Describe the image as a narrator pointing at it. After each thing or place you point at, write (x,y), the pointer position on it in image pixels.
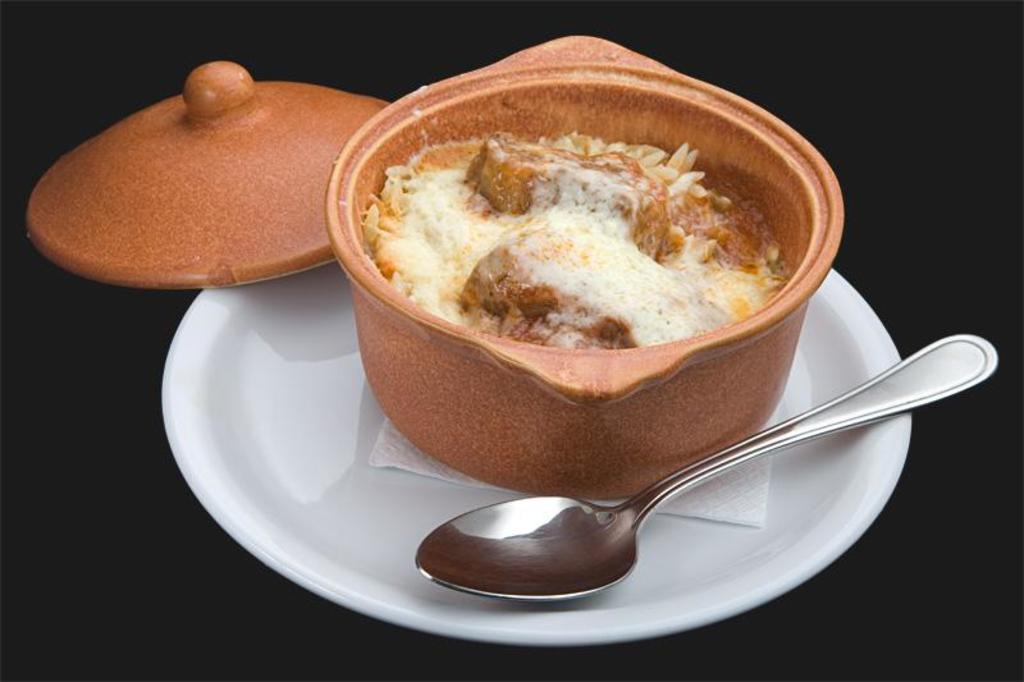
In this images we can see food item (627,274) in a box (599,382) which is on a tissue paper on the plate (331,489) and there is a spoon (591,552) on the plate (672,561). In the background (67,286) the image is dark. On the left side (243,148) we can see the cap (301,173) of the box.
